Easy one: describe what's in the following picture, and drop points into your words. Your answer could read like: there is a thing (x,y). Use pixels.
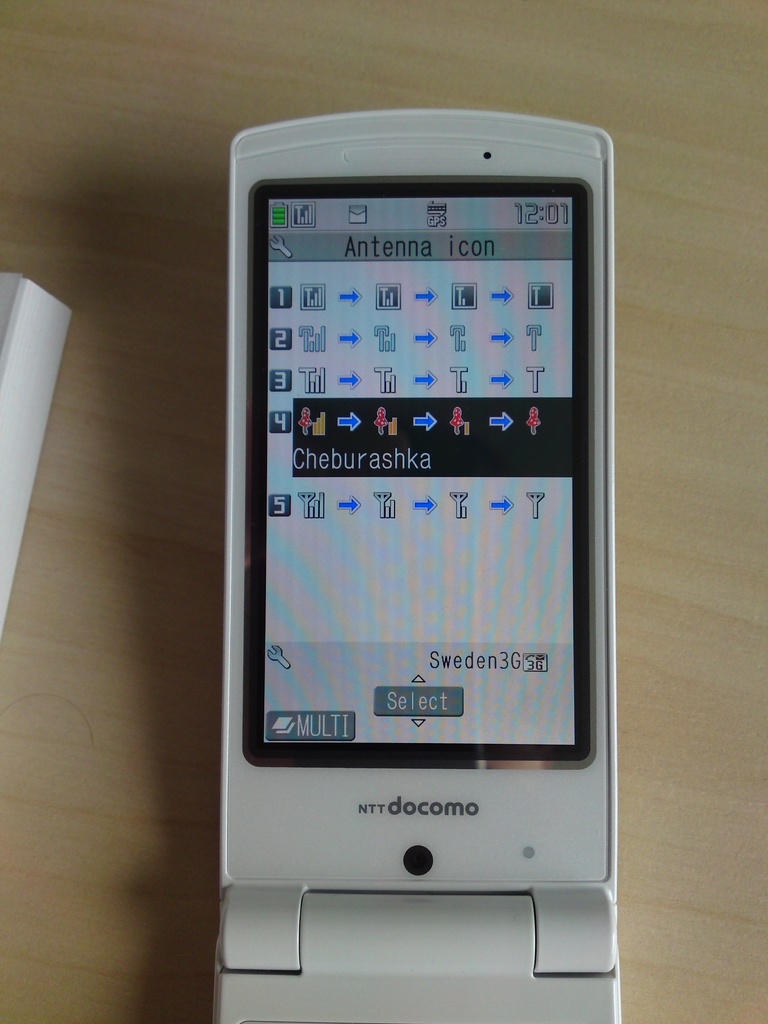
In this image I can see a mobile (357,419) and an object (33,350) is on the wooden surface (131,240).
